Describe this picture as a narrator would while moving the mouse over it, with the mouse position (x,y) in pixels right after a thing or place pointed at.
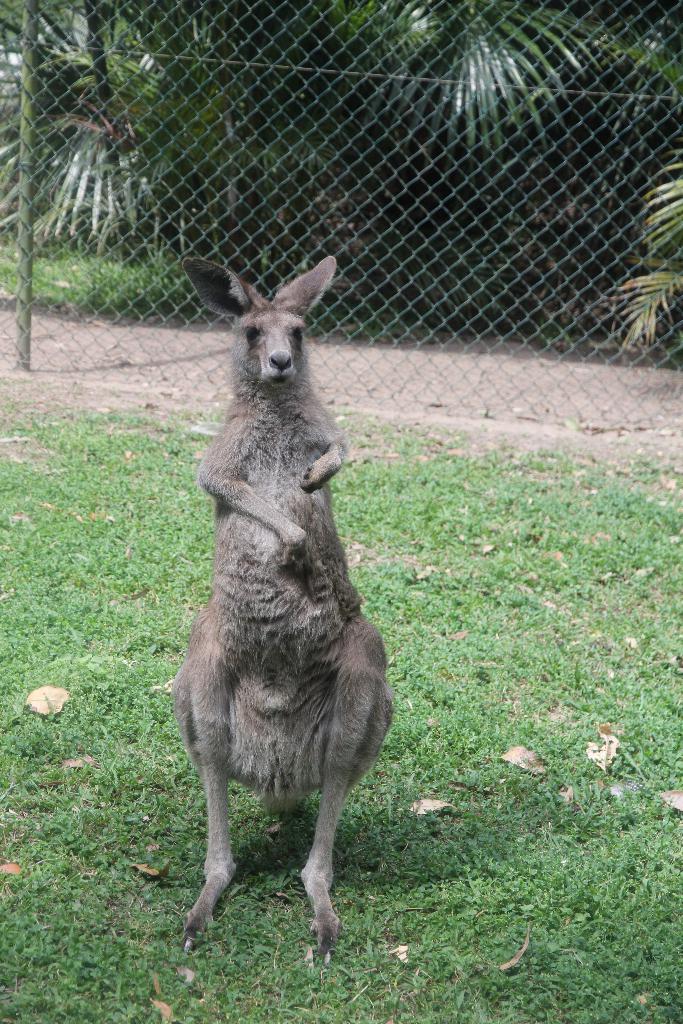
In this image we can see a kangaroo (316,483) on the grass field (443,747). At the top of the image (24,97) we can see a fence (589,192), pole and a group of trees (14,24).
